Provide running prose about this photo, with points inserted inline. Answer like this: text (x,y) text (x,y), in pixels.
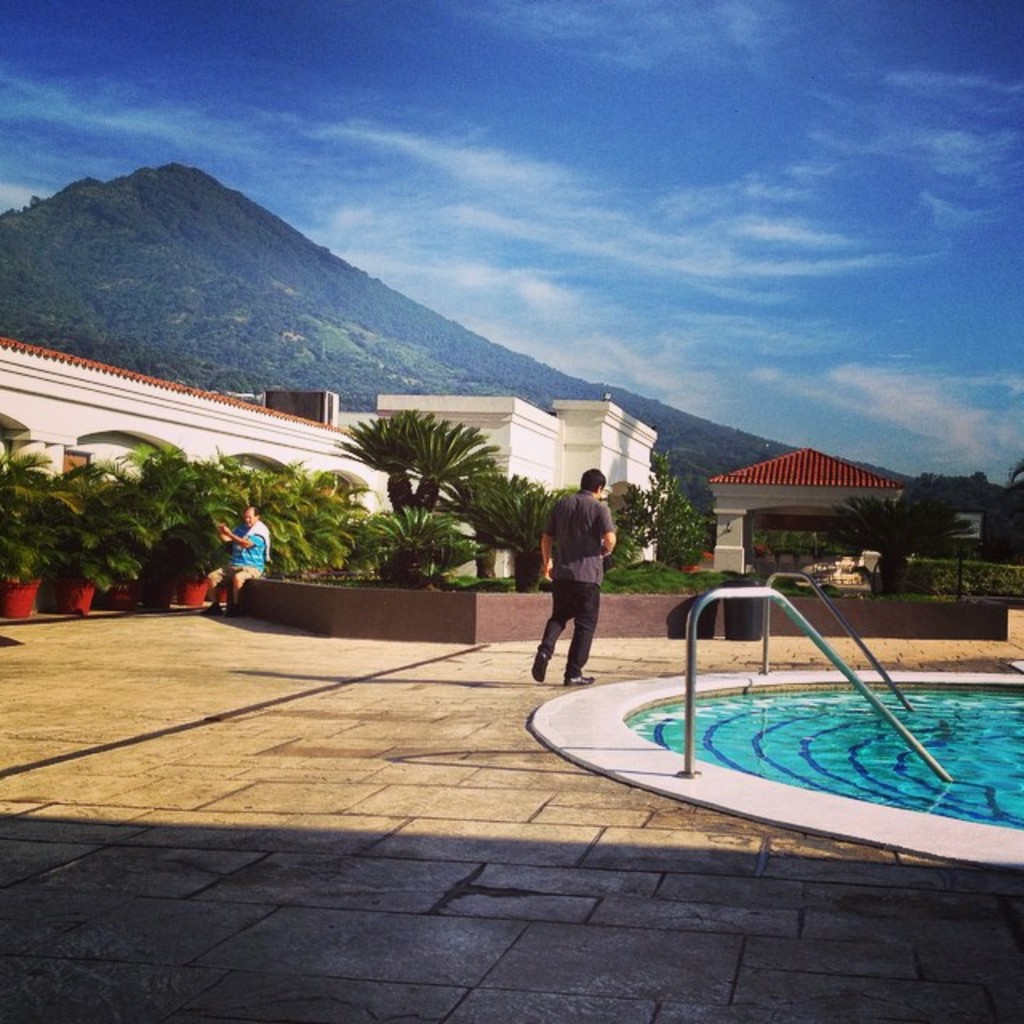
In this picture there is a man (594,621) who is wearing t-shirt (568,560), jeans (584,629) and shoes (578,684). He is standing near to the swimming pool (747,718). On the right (987,747) we can see water (973,747). Here we can see another man (238,569) who is sitting on the wall (283,579) and he is holding a mobile phone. Beside him we can see plants (190,553) and pots (169,580). In the background (75,442) there is a building (796,527). On the top left (164,191) we can see mountain (216,310) which having many trees (210,258). On the top (703,125) we can see sky (692,239) and clouds (942,205).
